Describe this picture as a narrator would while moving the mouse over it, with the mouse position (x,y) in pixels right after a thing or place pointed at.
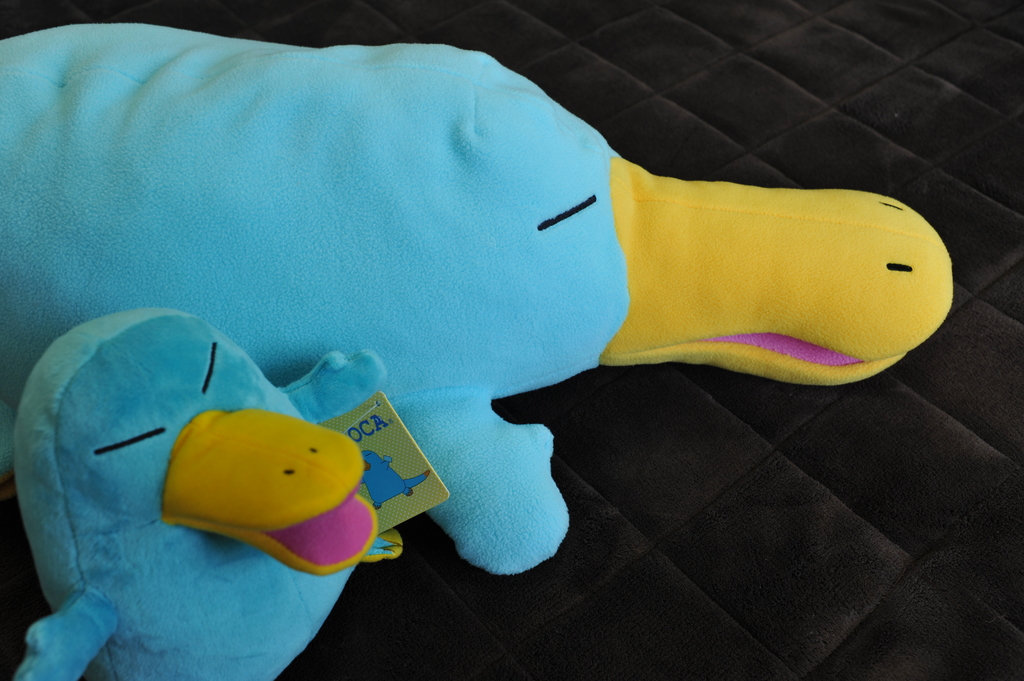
The picture consists of two toys (381,239) with blue body (485,271) and yellow beak (755,264), on a brown color bed (753,401).
